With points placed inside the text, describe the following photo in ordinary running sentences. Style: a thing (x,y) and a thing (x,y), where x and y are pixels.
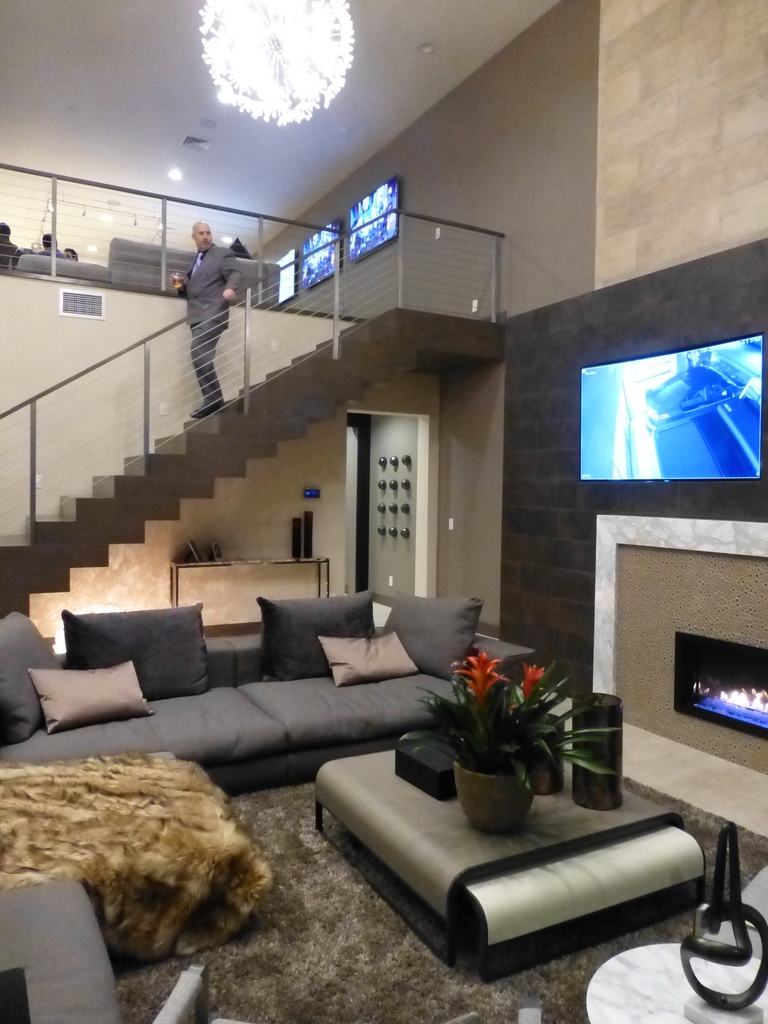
There is a sofa (240,696) which is in grey color. There are some pillows (281,646) on the sofa (250,721). In front of the sofa (333,708) there is a table (493,862). On the table (563,861) there is a flower pot (504,742). To the right corner (666,367) we can see a TV (643,395). And there is a man (214,312) getting down through the steps (177,435). On the top (269,79) there is a light (284,99). And we can see some screens (355,247).
